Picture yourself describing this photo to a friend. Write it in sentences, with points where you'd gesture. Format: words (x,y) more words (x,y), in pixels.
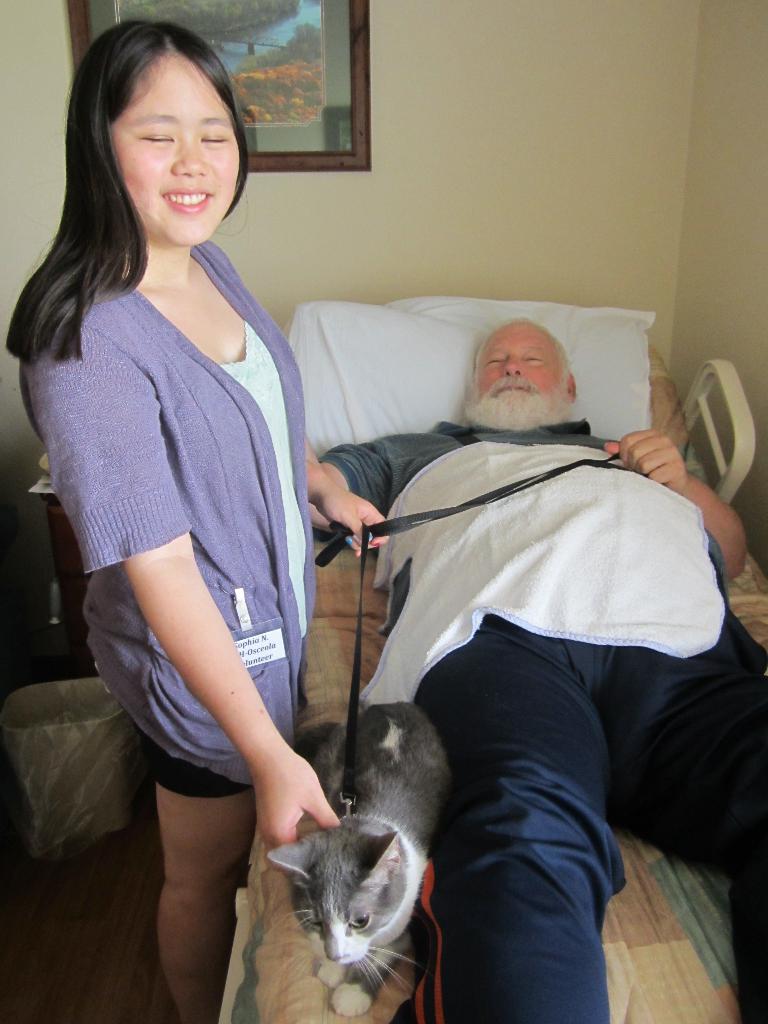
In this picture we can see two persons (394,485), one man (411,468) and one woman (162,416), the man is lying on the bed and the woman (292,406) is standing beside him, we can see a cat (390,758) here, in the background (468,161) we can see a wall (454,130) and a portrait (309,61), on the left side of this image (57,721) we can see a dustbin (75,744).
